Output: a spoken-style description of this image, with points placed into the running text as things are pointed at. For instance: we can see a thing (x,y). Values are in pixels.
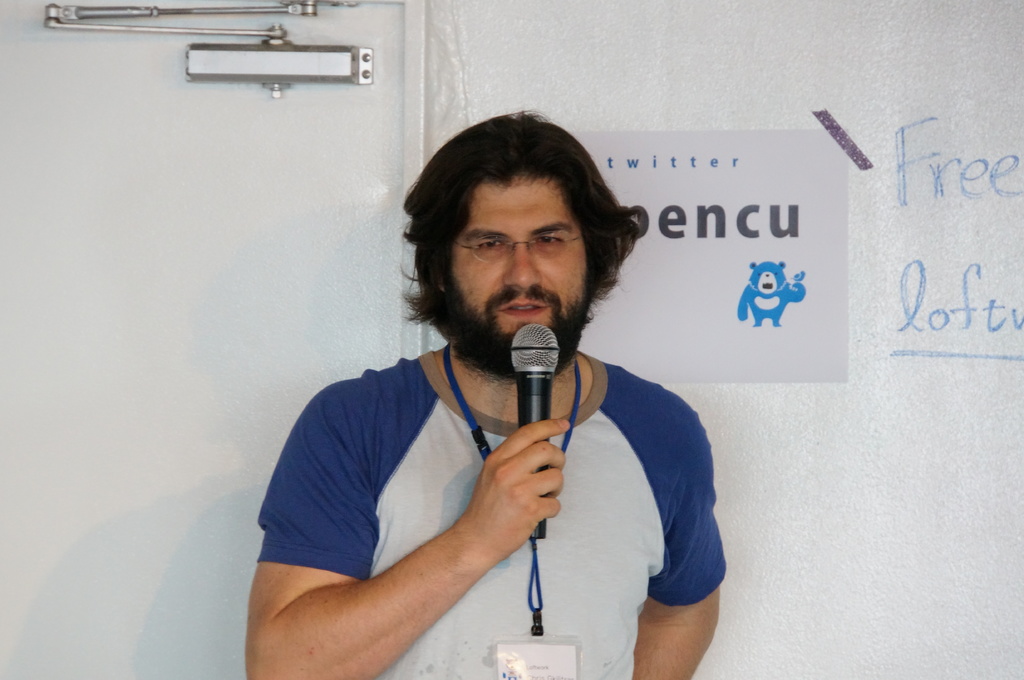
Here we can see a man (449,349) standing by holding a mike (535,397) in his hand (520,435). In the background (984,549) there is a door (316,165), poster (721,289) on the wall (984,549) and a text (963,257) written on the wall (673,127).
